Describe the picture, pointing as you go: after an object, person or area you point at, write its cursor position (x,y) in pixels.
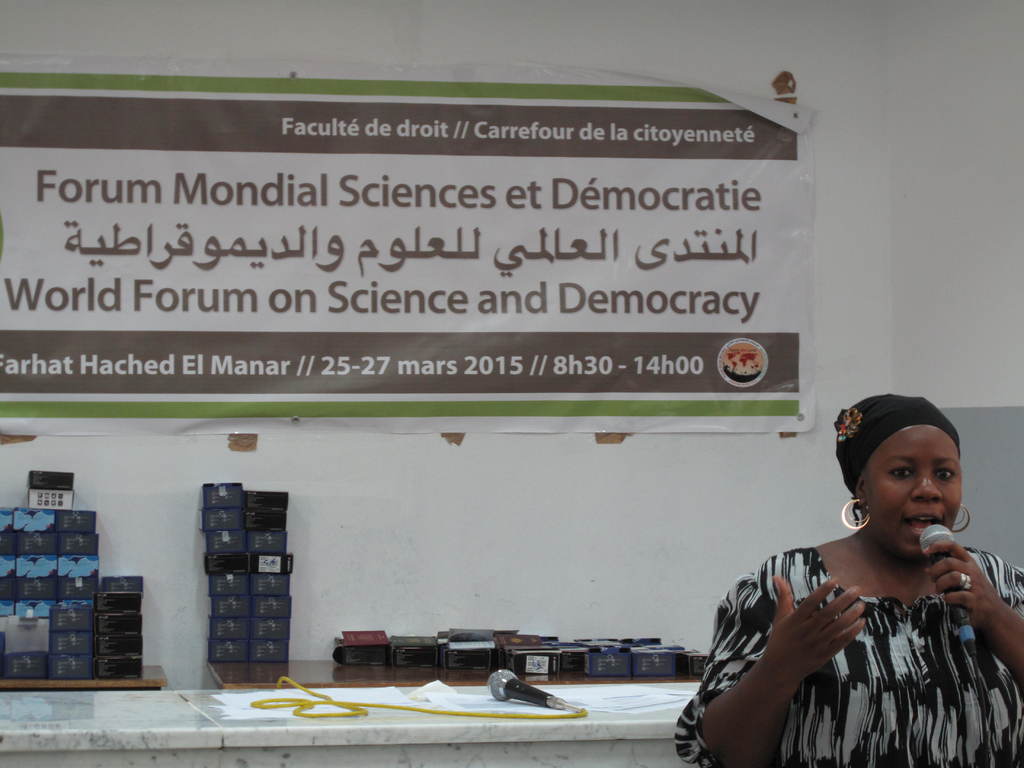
In this picture we can see a woman (726,697), she is holding a mic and in the background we can see tables (418,754), mic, boxes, wall (855,29), banner (792,398) and some objects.
